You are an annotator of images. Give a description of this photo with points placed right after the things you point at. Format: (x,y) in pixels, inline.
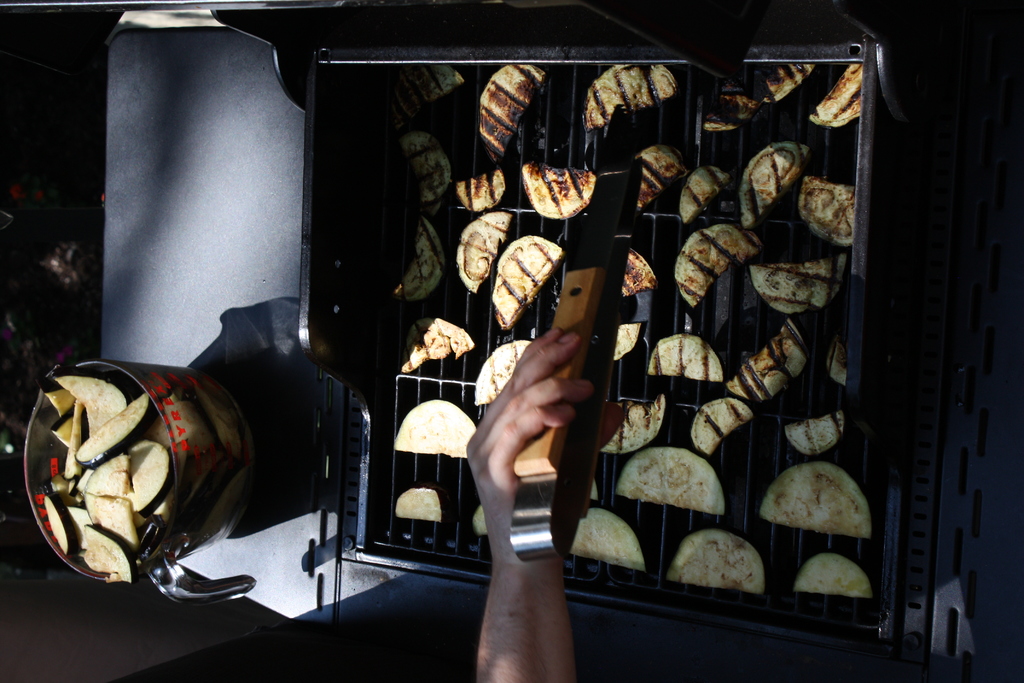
In this image there is a grill (533,218) on which there are eggplant slices (527,270). At the bottom (513,586) there is a person (488,481) who is trying to hold the eggplant slices (509,254) with the holder (576,281). On the left side (160,464) there are bowl (185,433) full of eggplant slices (107,440) on the table (180,351). It seems like they are cooking the eggplant slices (701,378) on the grill (705,393).
